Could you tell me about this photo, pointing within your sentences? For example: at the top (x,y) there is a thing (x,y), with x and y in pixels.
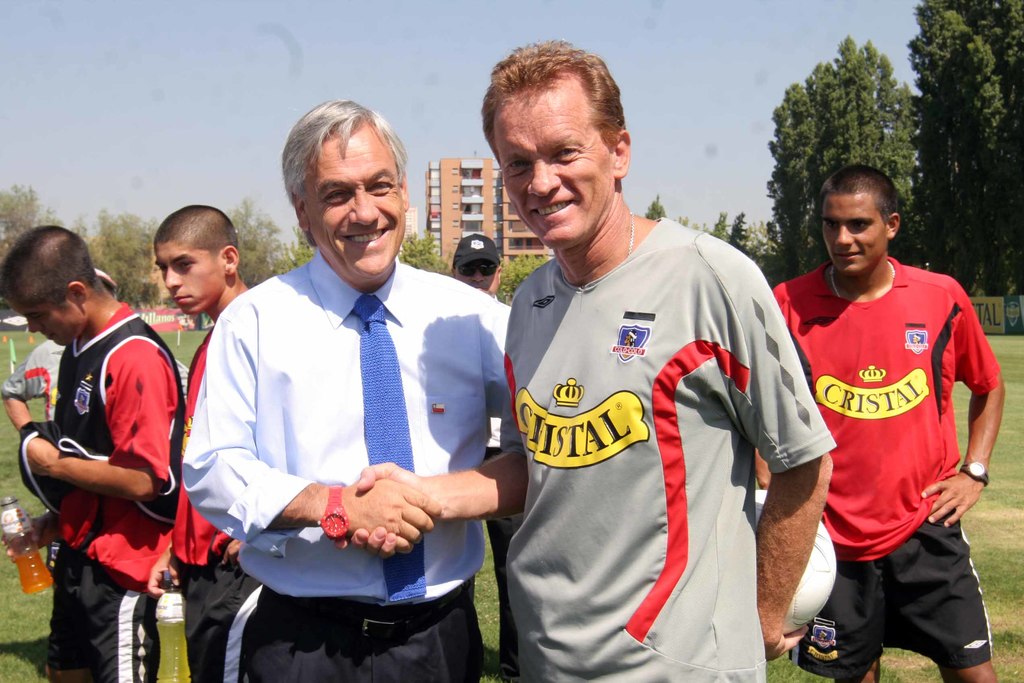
There are two persons (577,426) standing and shaking each other hands (405,507) and there are few people (464,278) standing behind them and there are trees (957,156) and buildings (458,223) in the background (428,221).
